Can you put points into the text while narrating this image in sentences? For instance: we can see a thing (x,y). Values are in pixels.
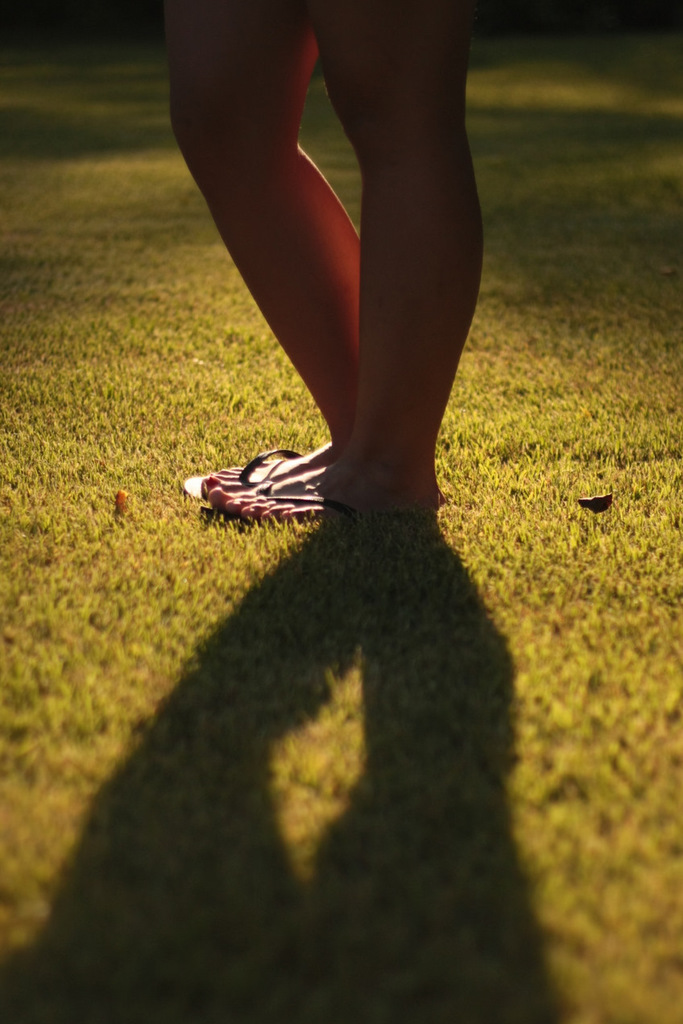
In this image, we can see a person (235,485) wearing slippers (235,485) and at the bottom (395,683), there is ground (524,642) and we can see a shadow (342,624).
